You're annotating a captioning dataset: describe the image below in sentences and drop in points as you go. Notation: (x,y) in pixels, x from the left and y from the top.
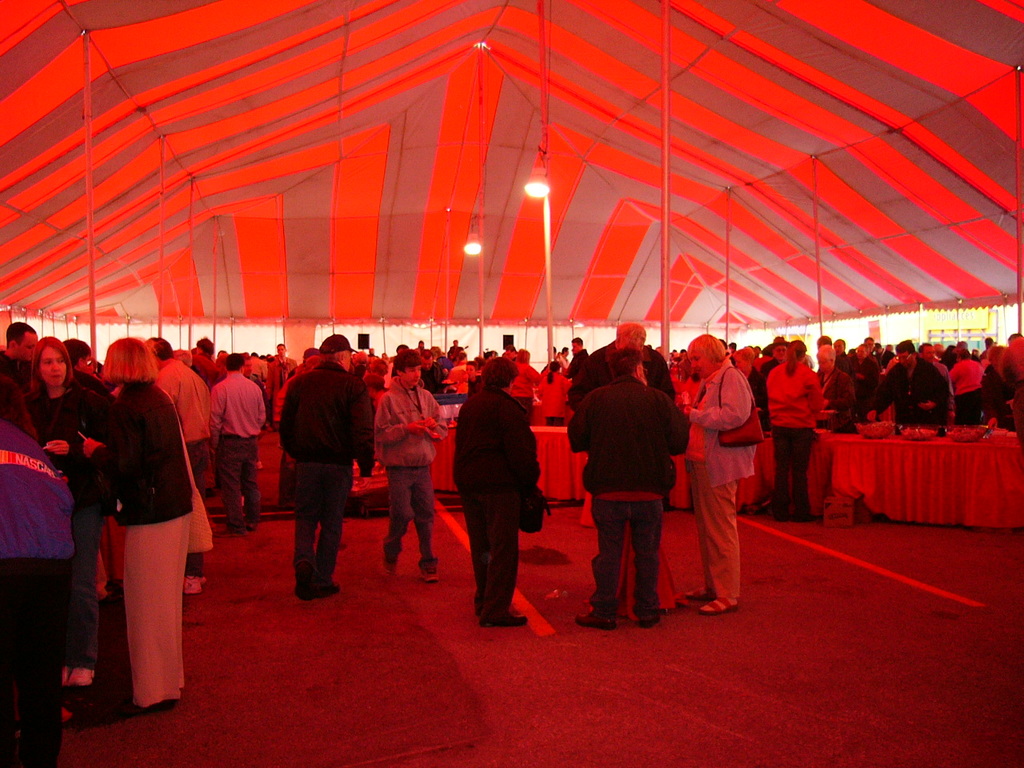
In this picture we can see many people (31,487) standing under a huge tent (421,316). People (709,401) are standing near the tables (915,446) also.
